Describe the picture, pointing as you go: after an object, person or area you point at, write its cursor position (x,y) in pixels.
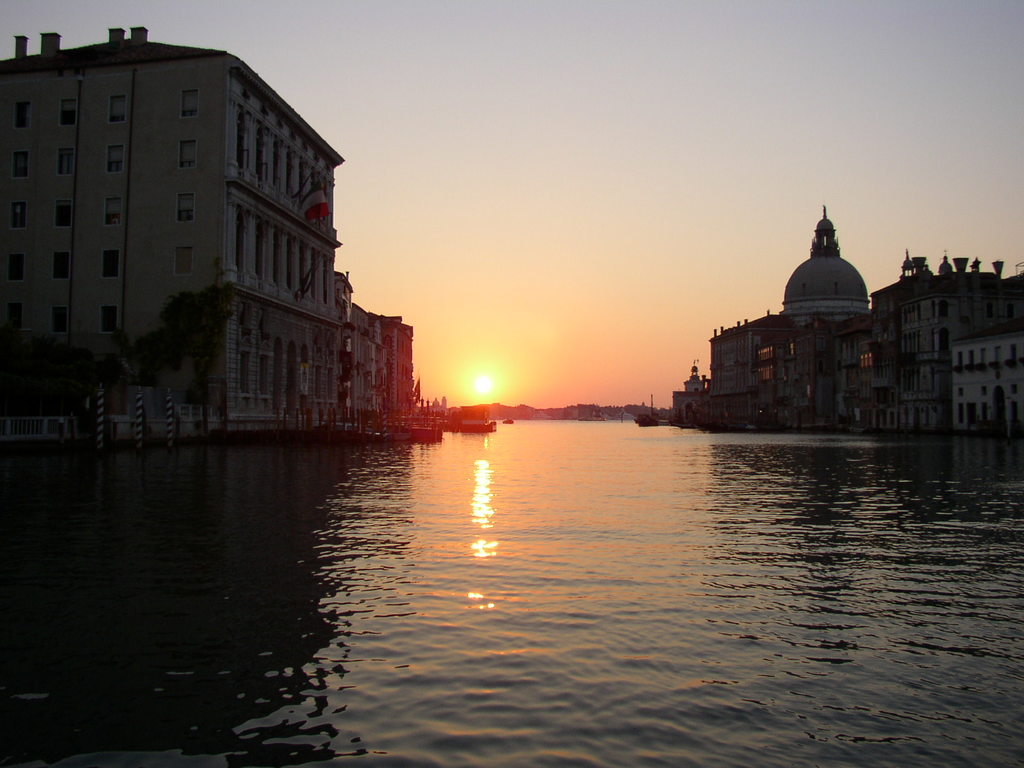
In this image we can see buildings (287,338). In the center of the image (398,471) there is water (548,456). In the background of the image (522,263) there is sky (504,288) and sun (479,388).
